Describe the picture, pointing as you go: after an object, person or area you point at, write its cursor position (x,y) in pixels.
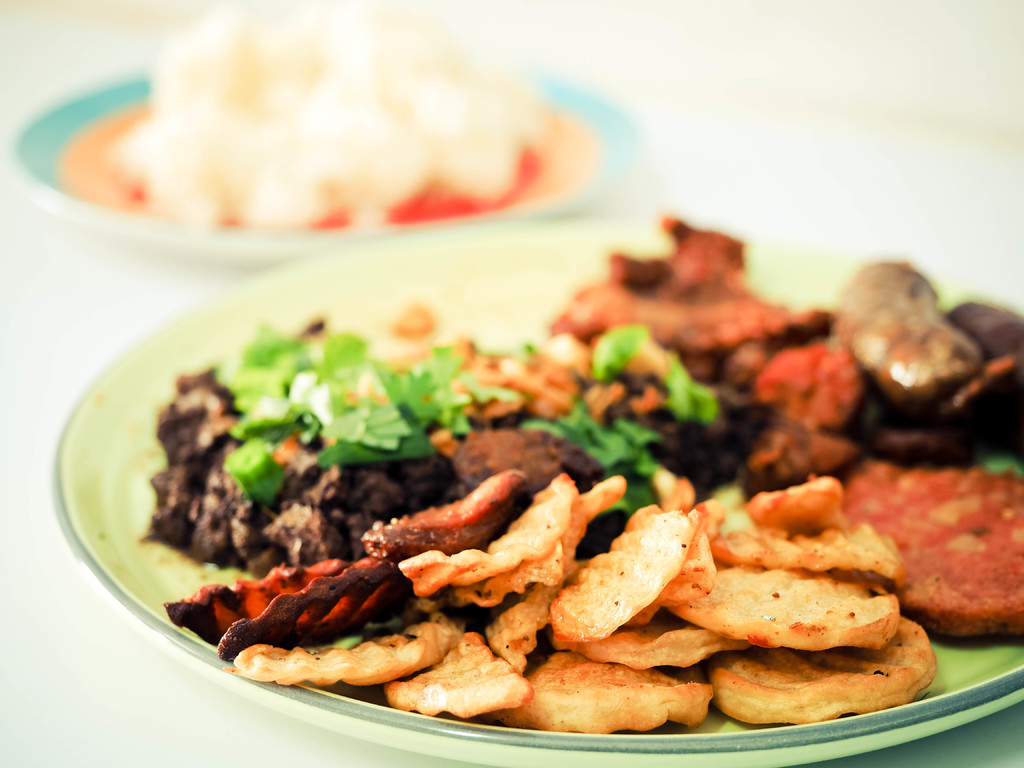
In the image there are some fried chips (635,565), food (316,525) with cilantro (385,410) in a plate (890,741), beside it there is another plate (553,128) with food (255,116) on it, both plates (667,244) are on table (132,249).
